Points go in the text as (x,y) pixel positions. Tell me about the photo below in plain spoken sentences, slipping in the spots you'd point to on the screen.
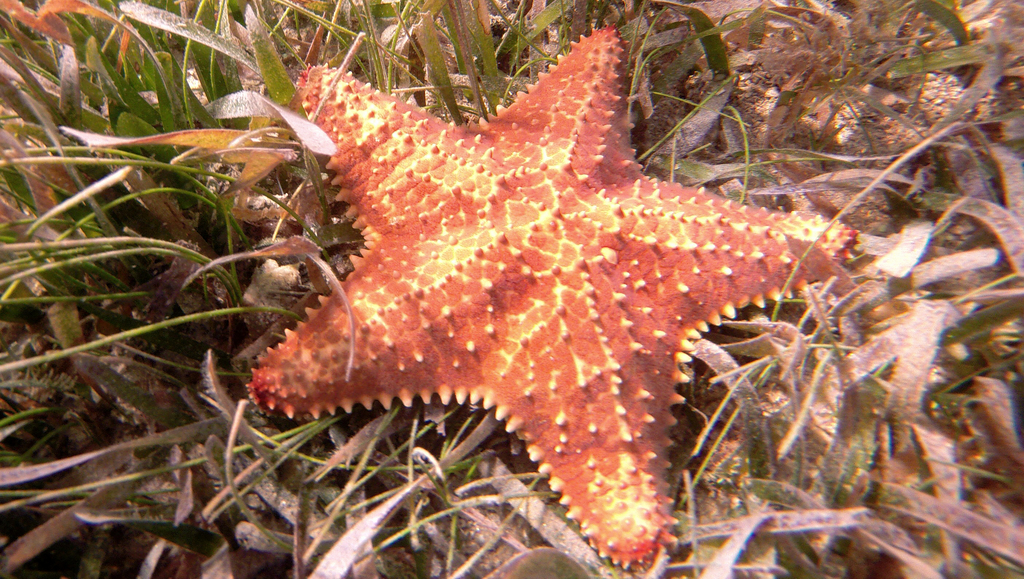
In this image there is a starfish (534,306) on the ground (409,437). There is grass (217,83) on the ground (823,388).
